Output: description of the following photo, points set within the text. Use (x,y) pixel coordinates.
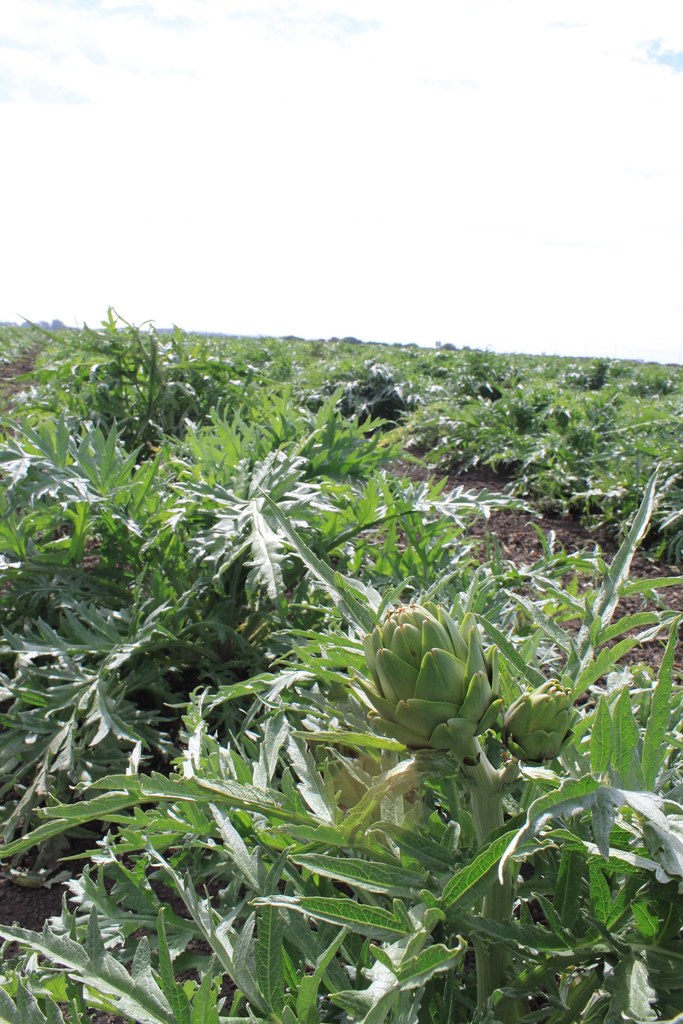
In this picture we can see few plants (314,657).
